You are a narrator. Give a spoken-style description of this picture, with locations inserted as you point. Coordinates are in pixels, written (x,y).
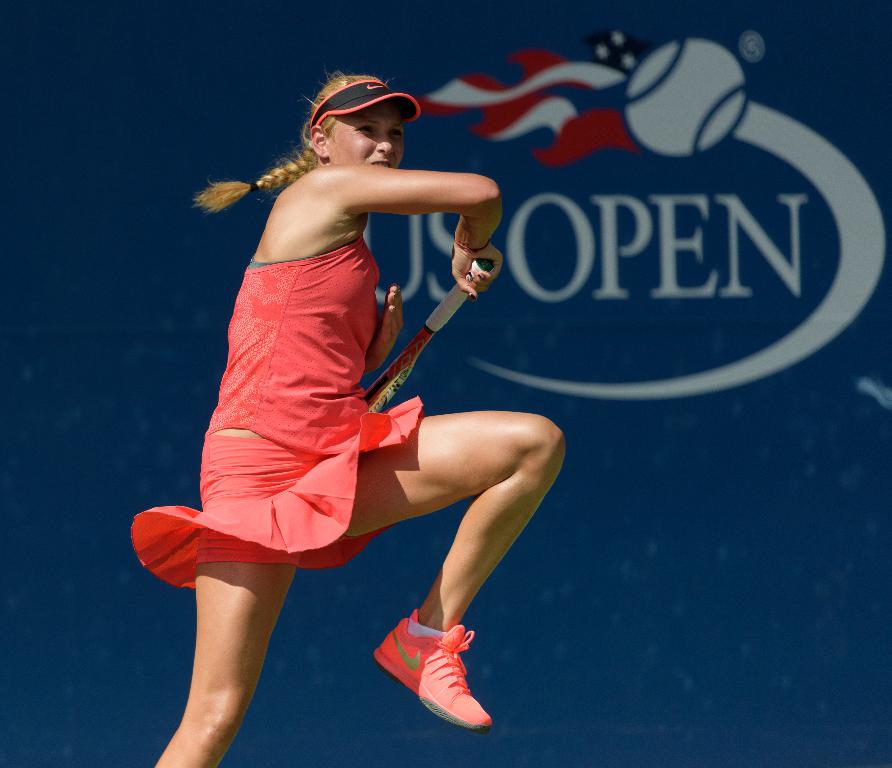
A woman (215,754) is playing the Tennis she wear a red color dress (282,359) and shoes (434,644).
